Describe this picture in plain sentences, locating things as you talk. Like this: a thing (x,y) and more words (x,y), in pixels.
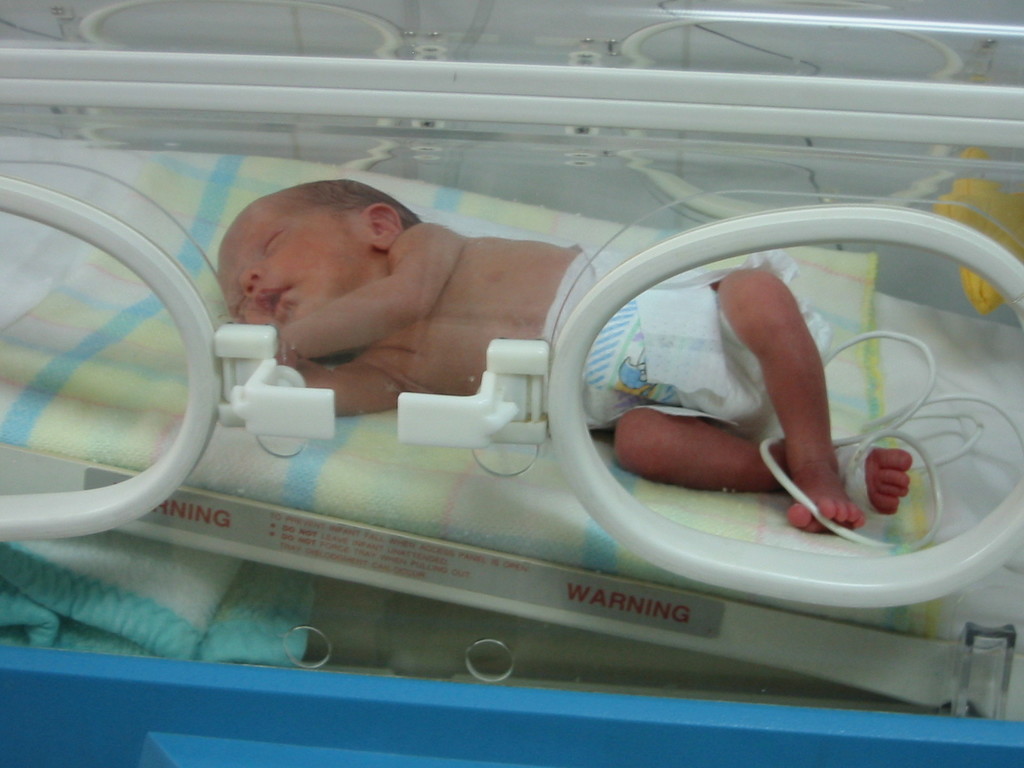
There is a baby (404,302) inside an intensive care (440,413). Also something is written. There is a cloth (181,606). Also there is a wire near to the baby (824,410).
